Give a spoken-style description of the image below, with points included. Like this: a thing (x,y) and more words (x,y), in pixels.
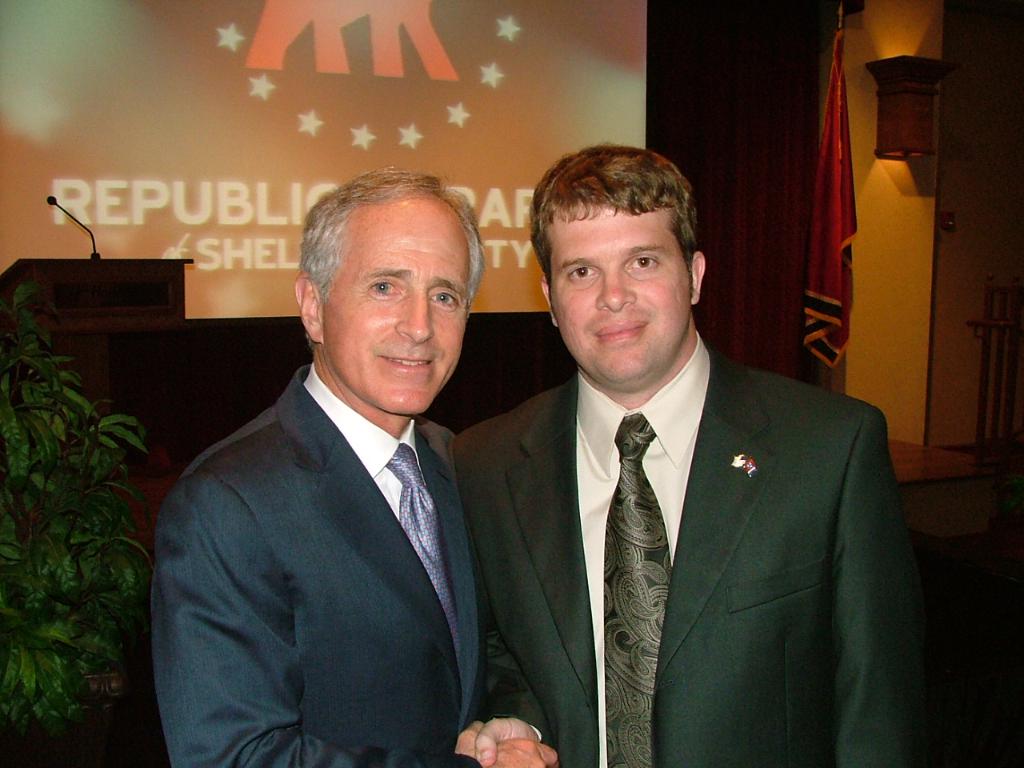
In the front of the image (518,653) there are leaves (46,594) and two people (532,568). Two people (532,568) are giving each other a handshake. In the background of the image (911,106) there is a light (900,99), wall (877,182), curtain (784,295), flag (812,276), screen (266,172), podium (99,338), mic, railing (1004,322) and objects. Something is written on the screen (269,155).
